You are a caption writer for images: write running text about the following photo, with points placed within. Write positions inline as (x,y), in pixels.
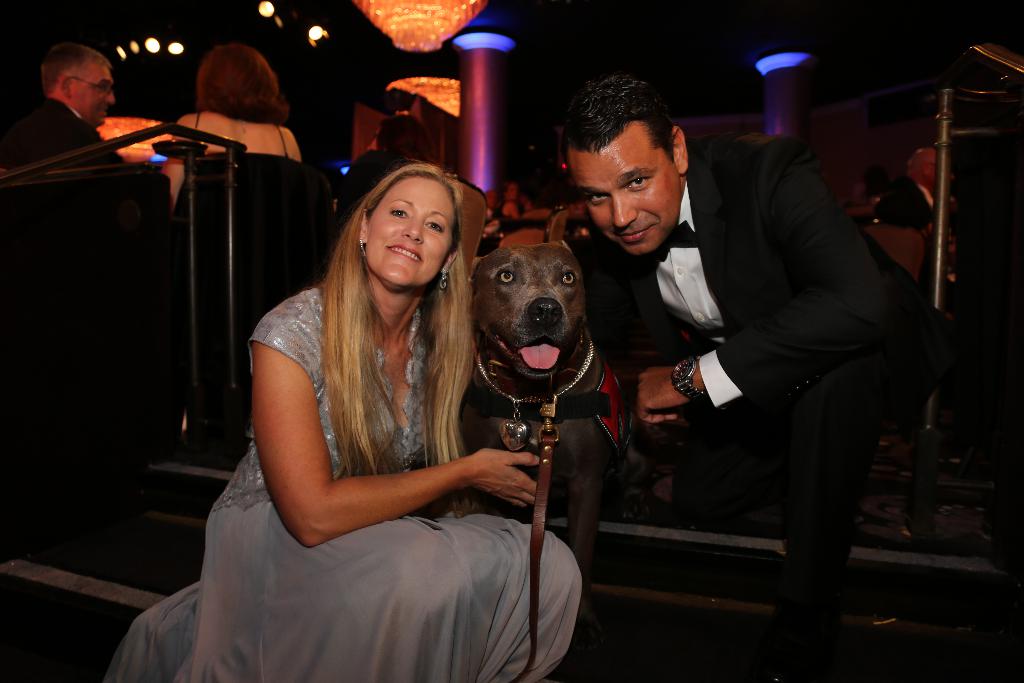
A lady (328,411) wearing a gown (258,630) is smiling. A man (681,338) wearing a coat (742,388) and a watch (693,373). And a dog (573,340) is between them wearing a belt (547,479). In the background (237,89) there are some other persons (216,81). Lights (423,49) are there. Pillars (480,124) are there.
